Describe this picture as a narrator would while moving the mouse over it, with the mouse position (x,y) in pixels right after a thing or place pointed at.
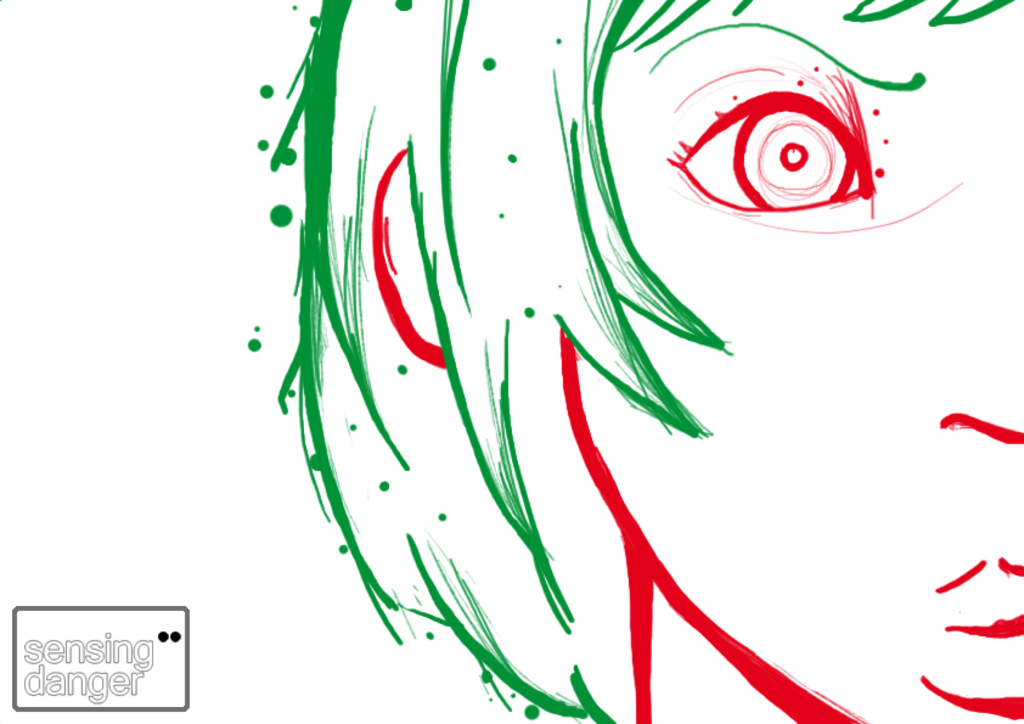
In this picture we can see a sketch of a person's face (533,296), there is a white color background (184,172), we can see some text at the left bottom (62,666).
